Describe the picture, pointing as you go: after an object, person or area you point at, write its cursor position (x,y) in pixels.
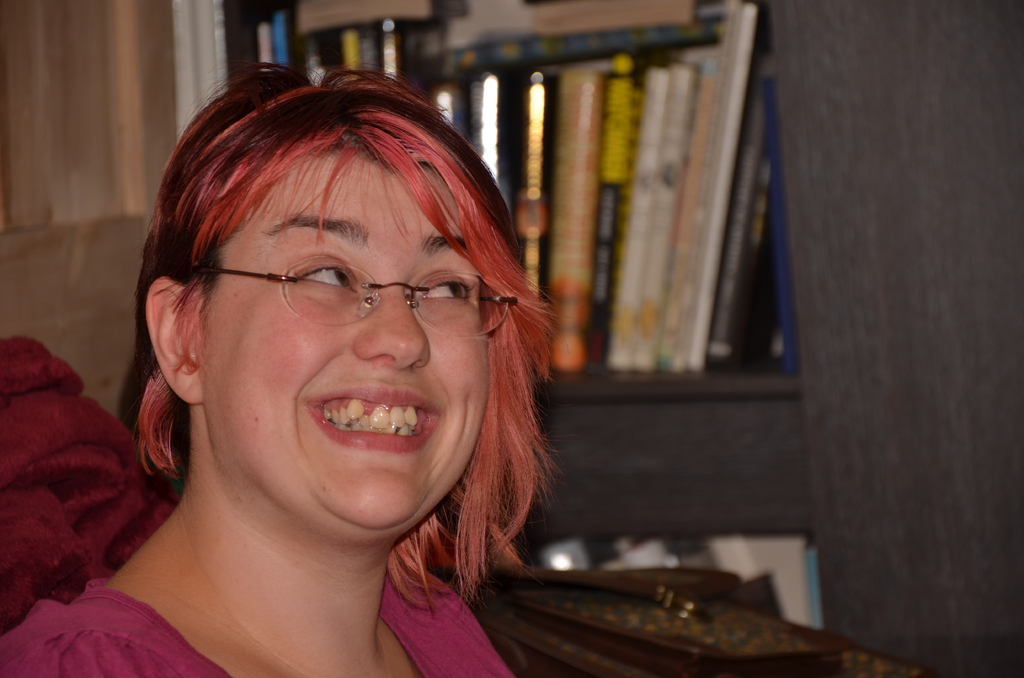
In this picture we can see a woman (174,421) with spectacles (286,295). Behind the women (381,236), there are books (533,145) and some objects (597,581).
